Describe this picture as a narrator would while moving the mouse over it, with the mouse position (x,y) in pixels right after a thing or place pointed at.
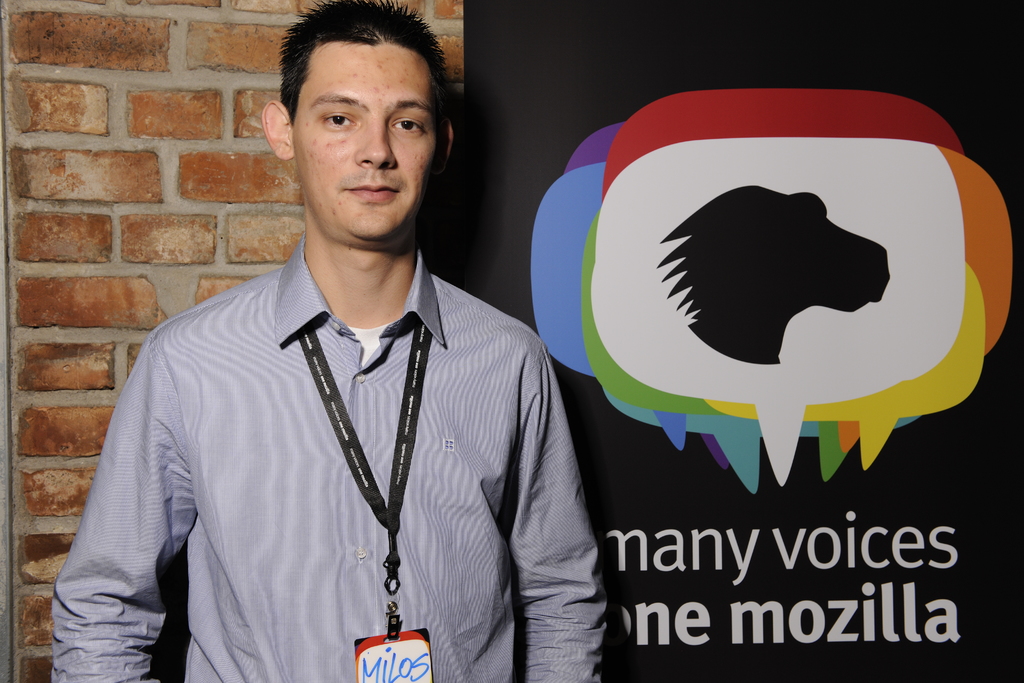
Here we can see a man (285,454) standing and he wore a ID card (350,437) on his neck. In the background (116,178) there is a wall (113,145) and hoarding (821,361).
